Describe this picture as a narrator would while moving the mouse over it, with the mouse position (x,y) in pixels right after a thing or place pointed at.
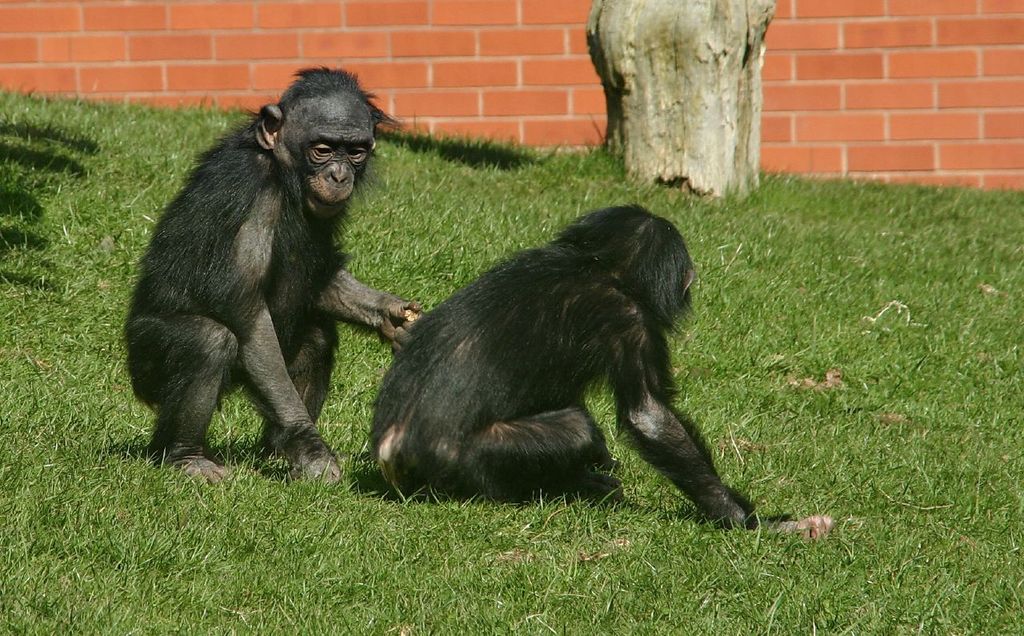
In this image I can see two monkeys (400,372). I can see the grass (880,307). In the background (860,94), I can see the wall (897,101).
